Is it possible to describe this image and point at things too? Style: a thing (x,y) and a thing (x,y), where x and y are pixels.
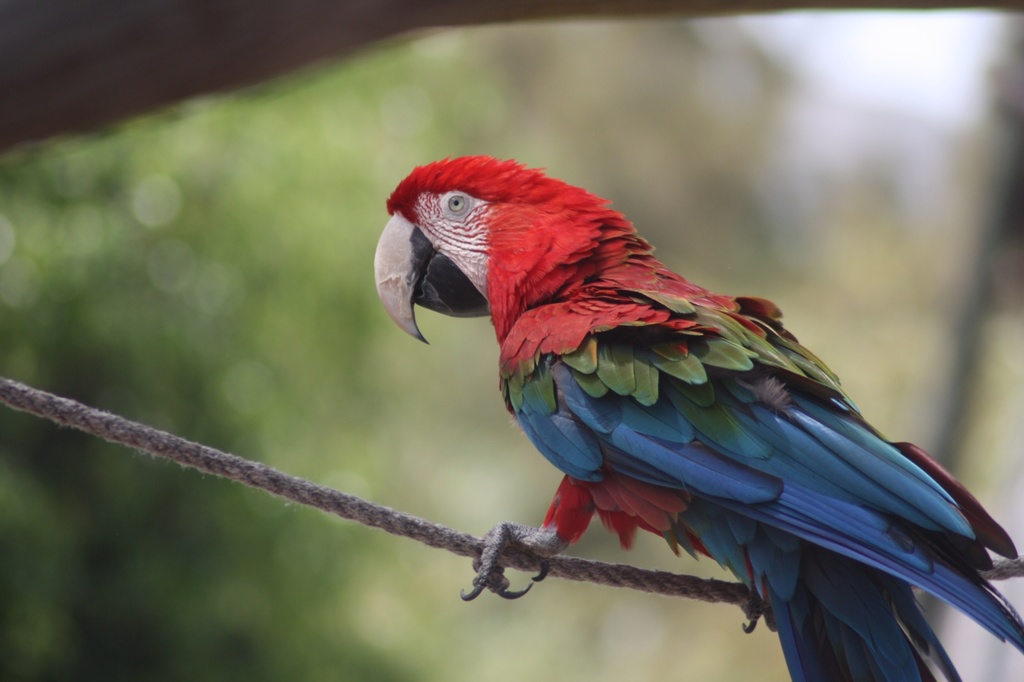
In this image I can see a beautiful parrot (622,493) is standing on the rope (185,454), it is in red, blue and green color.
